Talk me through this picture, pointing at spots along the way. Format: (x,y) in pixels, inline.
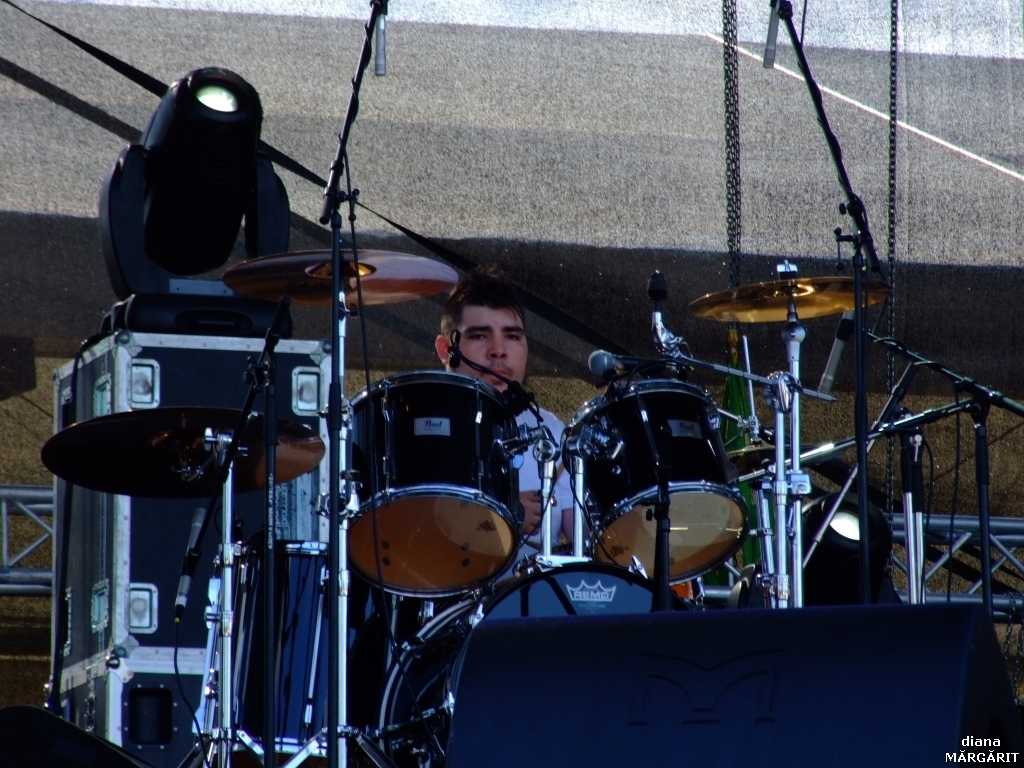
In this image we can see a person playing drums (457,499), there are some musical instruments (295,460) like, speakers (603,618), mics (379,14), stands (350,497) and other objects (293,340).
